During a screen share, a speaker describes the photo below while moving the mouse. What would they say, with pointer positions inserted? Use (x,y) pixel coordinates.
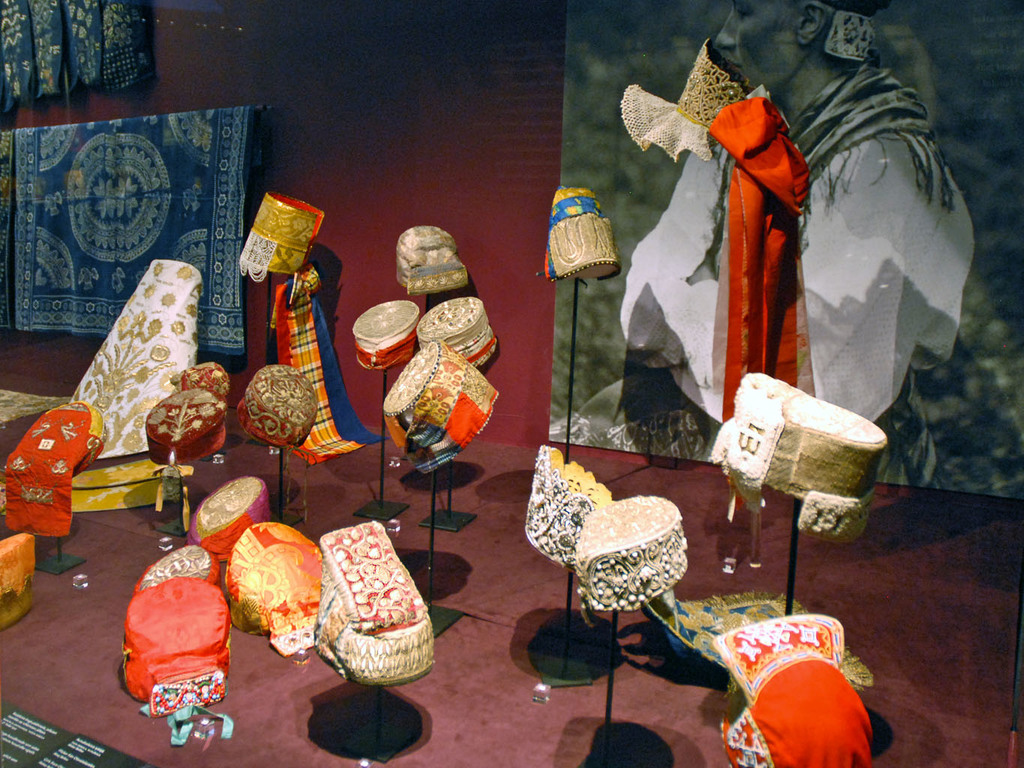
As we can see in the image there are caps (395,567) and clothes (197,310). There is a red color wall (551,174) and banner (714,227). On banner (842,295) there is a person (834,253) wearing gray color scarf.
